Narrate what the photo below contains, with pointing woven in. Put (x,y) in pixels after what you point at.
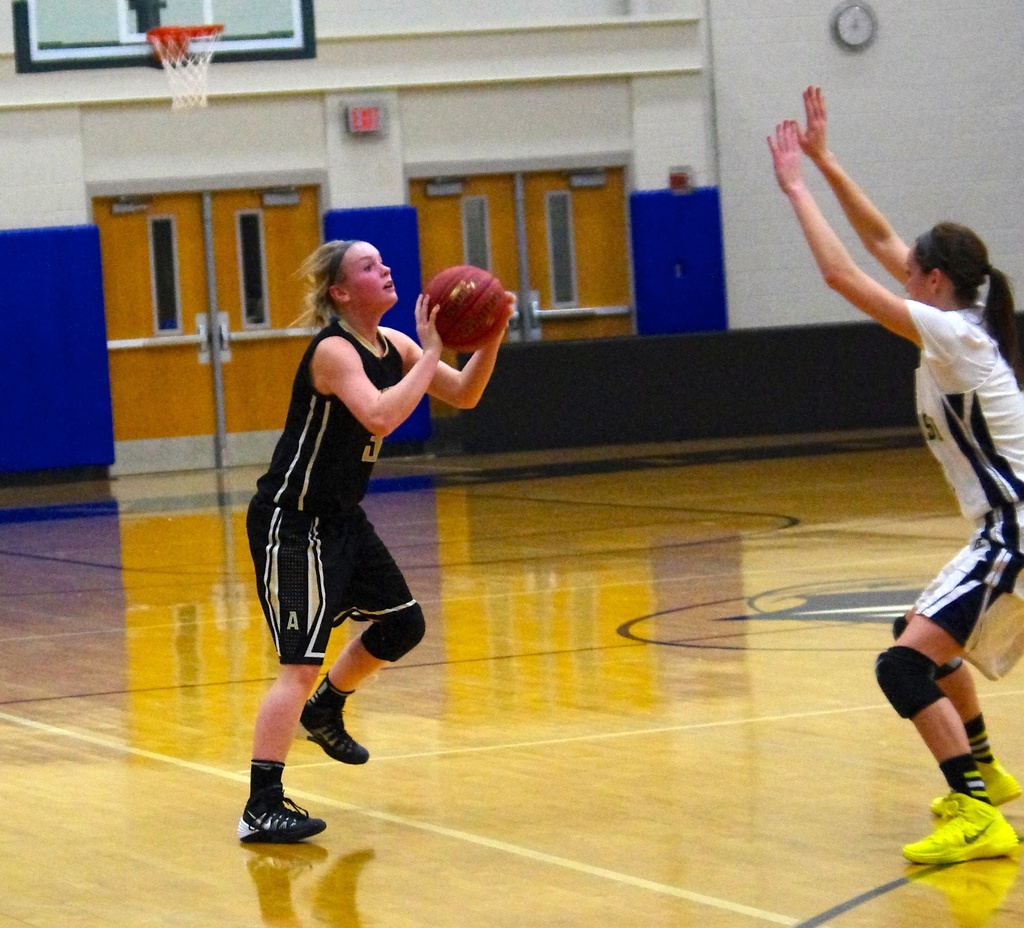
In this picture there are two girl (254,562), one wearing black t-shirt (329,477) and shorts (368,577), playing the basketball (455,311) in the court (516,603). On the front (729,717) bottom side there is a wooden flooring (728,698). Behind there is a orange color door (147,410), windows (556,217) and white wall (111,117). Above there is a basketball net (170,70).
